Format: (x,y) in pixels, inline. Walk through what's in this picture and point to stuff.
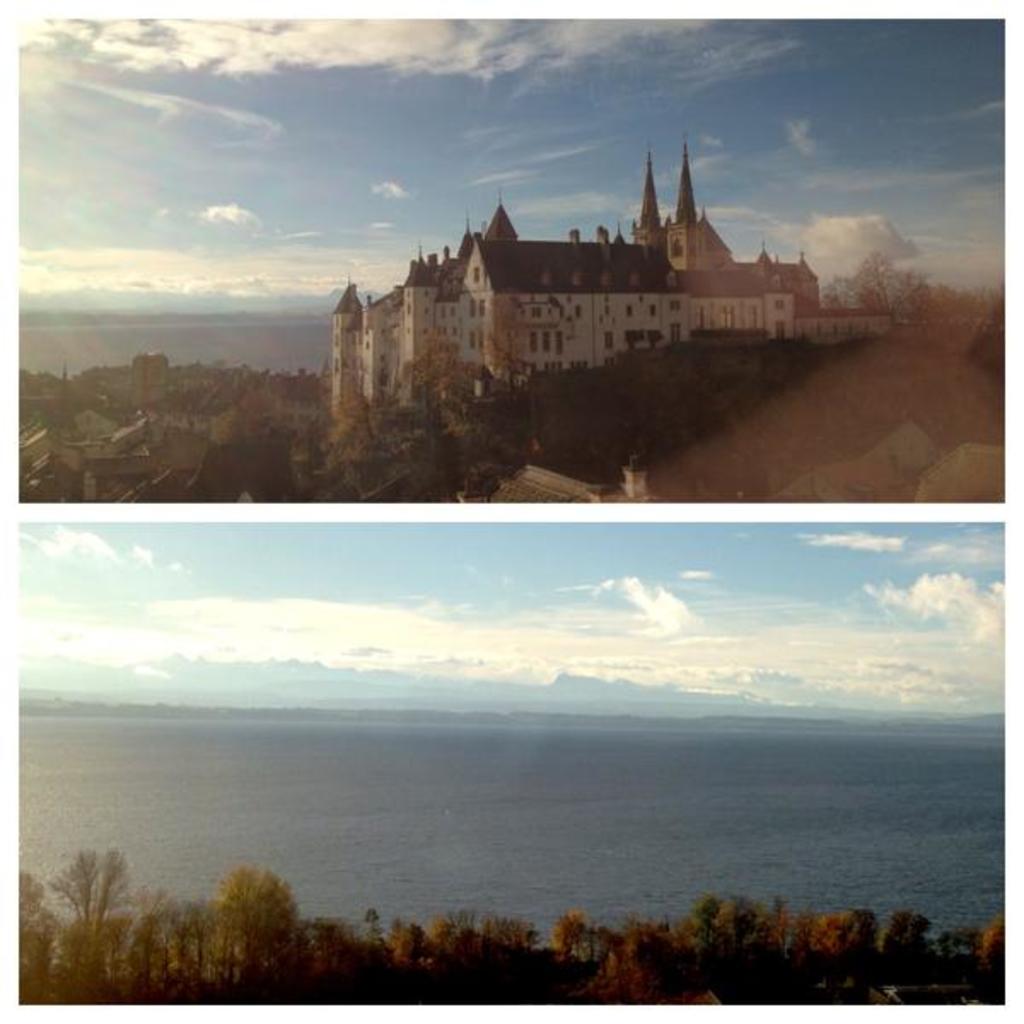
This is a collage picture. I can see the buildings (103,464), trees (242,962), sea (488,841) and the sky (387,618).
